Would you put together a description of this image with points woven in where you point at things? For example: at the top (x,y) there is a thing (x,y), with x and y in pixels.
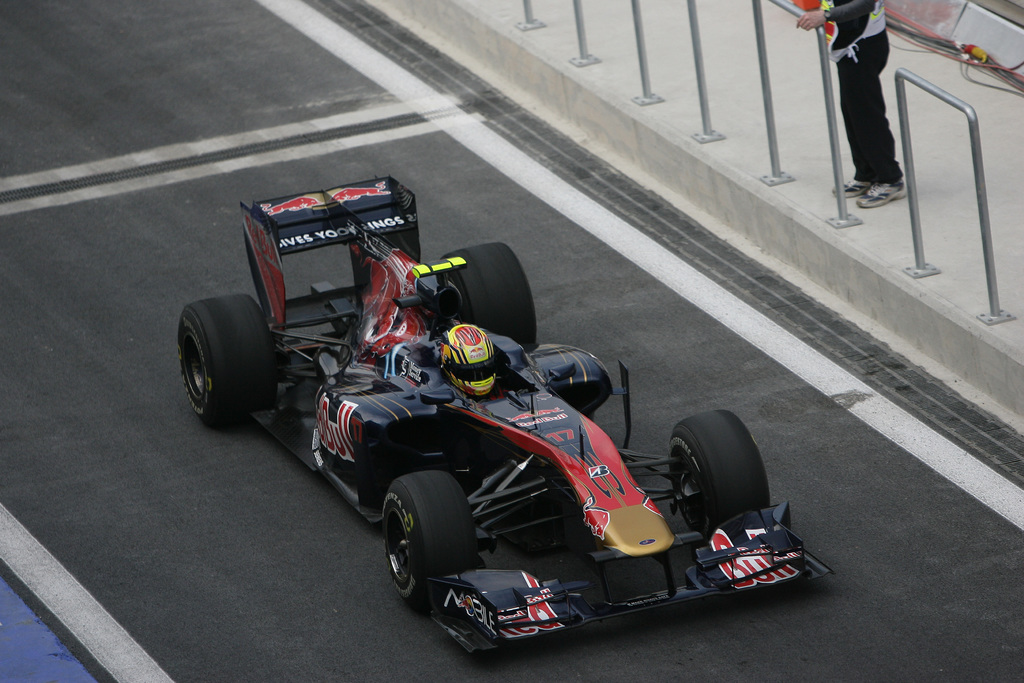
In this image I can see the person (454,370) sitting in the vehicle (449,404) and the vehicle (357,391) is in black color. In the background (845,46) I can see the person (852,73) standing and few poles (830,131).
